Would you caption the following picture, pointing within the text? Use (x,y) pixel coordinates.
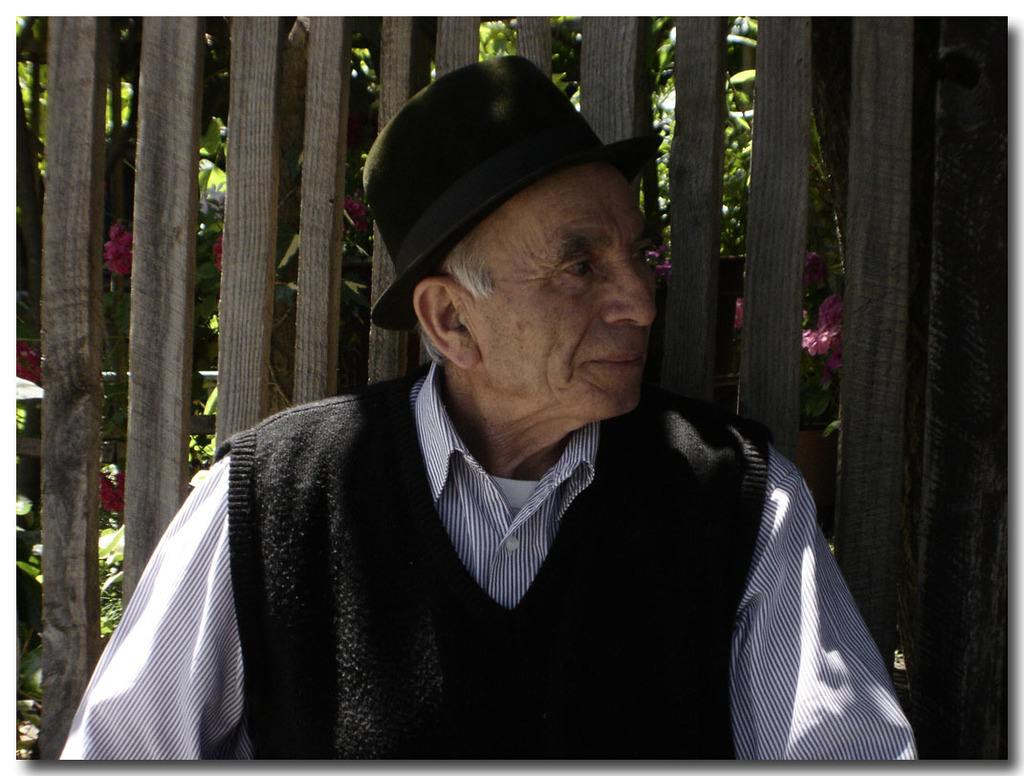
In this image I see a man (187,756), who is wearing a black sweater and a black hat (639,154) on his head (503,243). In the background (37,24) I can see the fence (65,24) and the plants (37,342).
